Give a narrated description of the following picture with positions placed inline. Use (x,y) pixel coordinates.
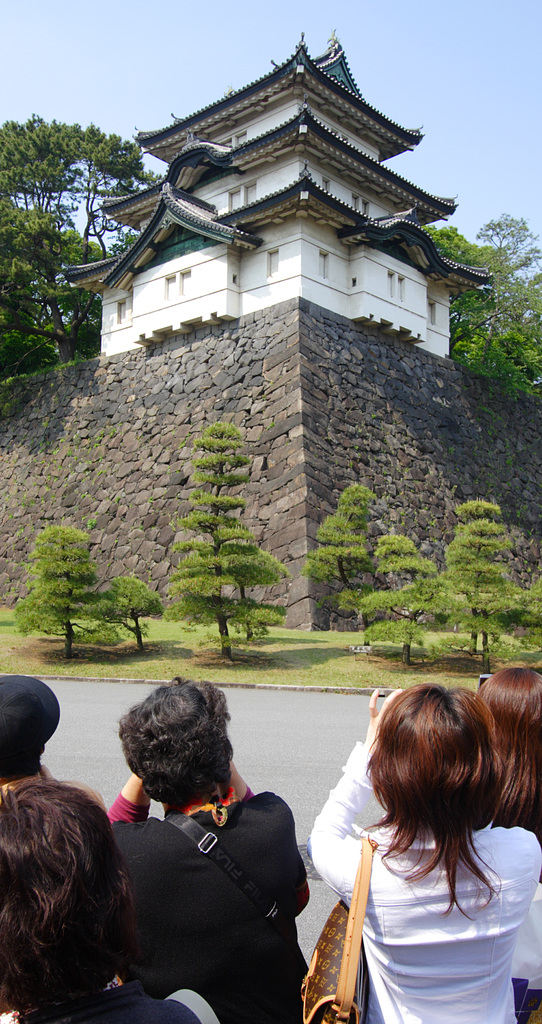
In the center of the image (344,447) there is a building (326,271) and we can see trees (98,192). At the bottom (175,888) there are people (253,830). In the background (234,56) there is sky (316,46).
